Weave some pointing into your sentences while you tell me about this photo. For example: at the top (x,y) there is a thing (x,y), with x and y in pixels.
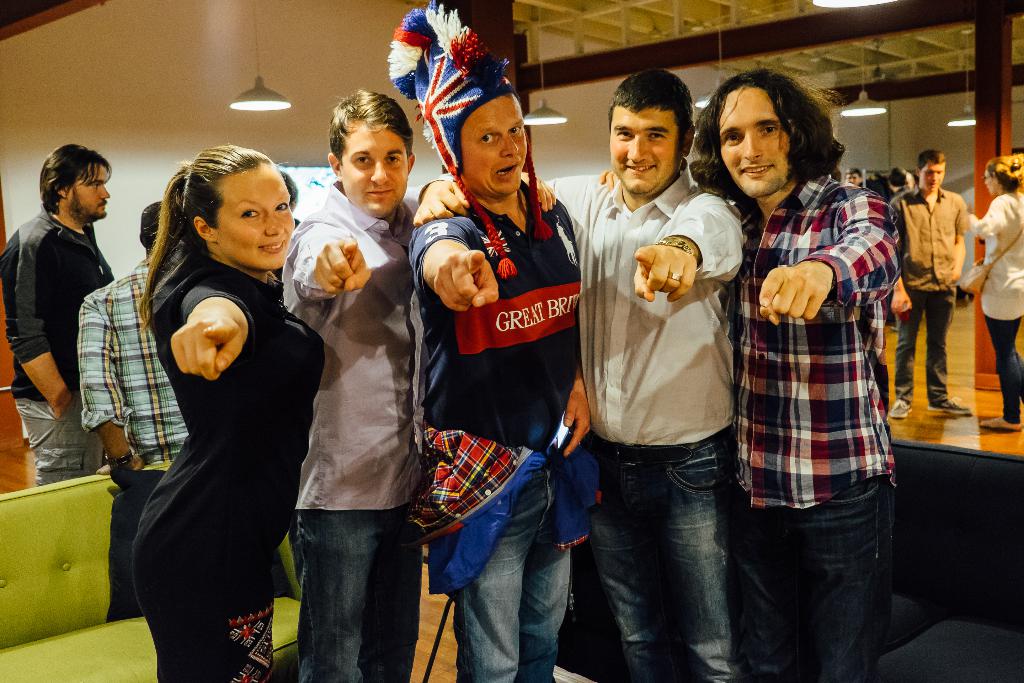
In the picture we can see five people (748,569) are standing together and showing their hands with fingers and behind them, we can see some people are also standing and on the ceiling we can see some lights (252,91) are hanged.
